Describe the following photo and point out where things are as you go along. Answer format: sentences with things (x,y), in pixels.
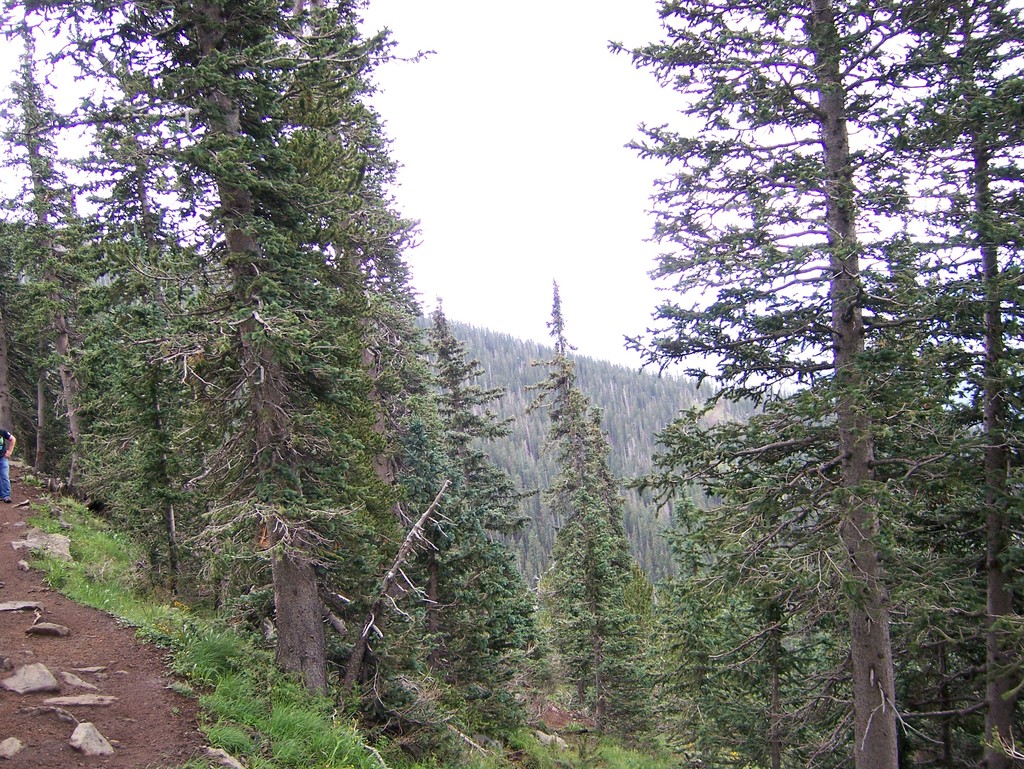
In this image there are many trees (555,411). To the left (130,708) there is a walkway (24,591). Behind the walkway (21,637) there's grass (157,623) on the ground (108,522). To the extreme left there is a person (1,469) standing. At the top (502,124) there is the sky (505,183).
